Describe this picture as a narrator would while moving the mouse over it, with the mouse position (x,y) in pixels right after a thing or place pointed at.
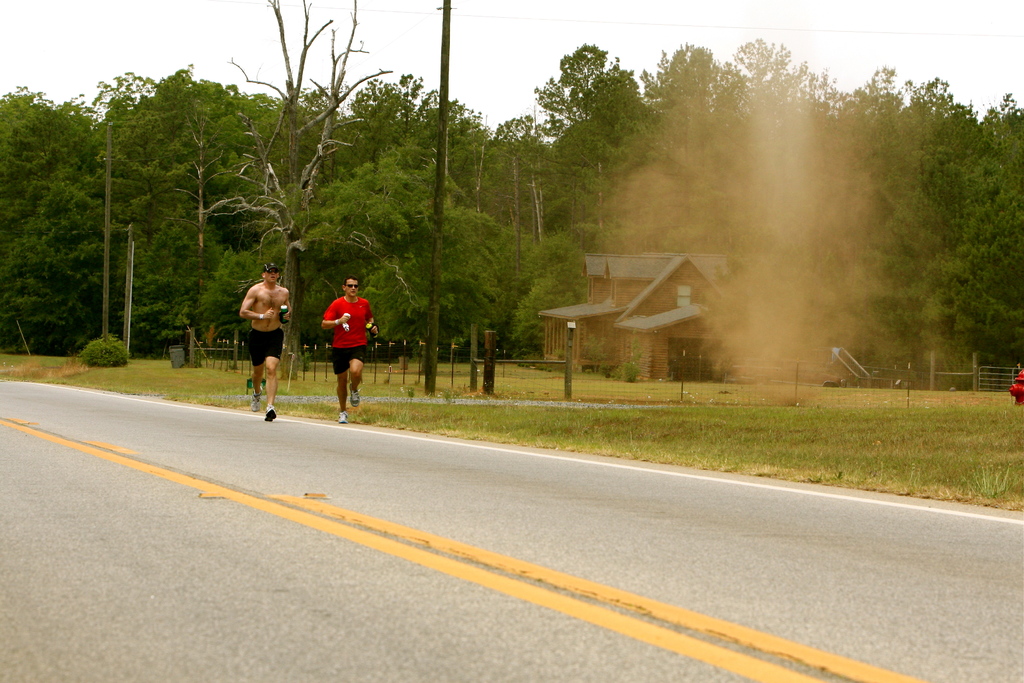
These two people (359,345) are running on the road (300,454). Background (660,289) we can see trees (500,268), house (655,305), fence (546,377), poles (434,309), grass (606,429) and sky (602,25).
